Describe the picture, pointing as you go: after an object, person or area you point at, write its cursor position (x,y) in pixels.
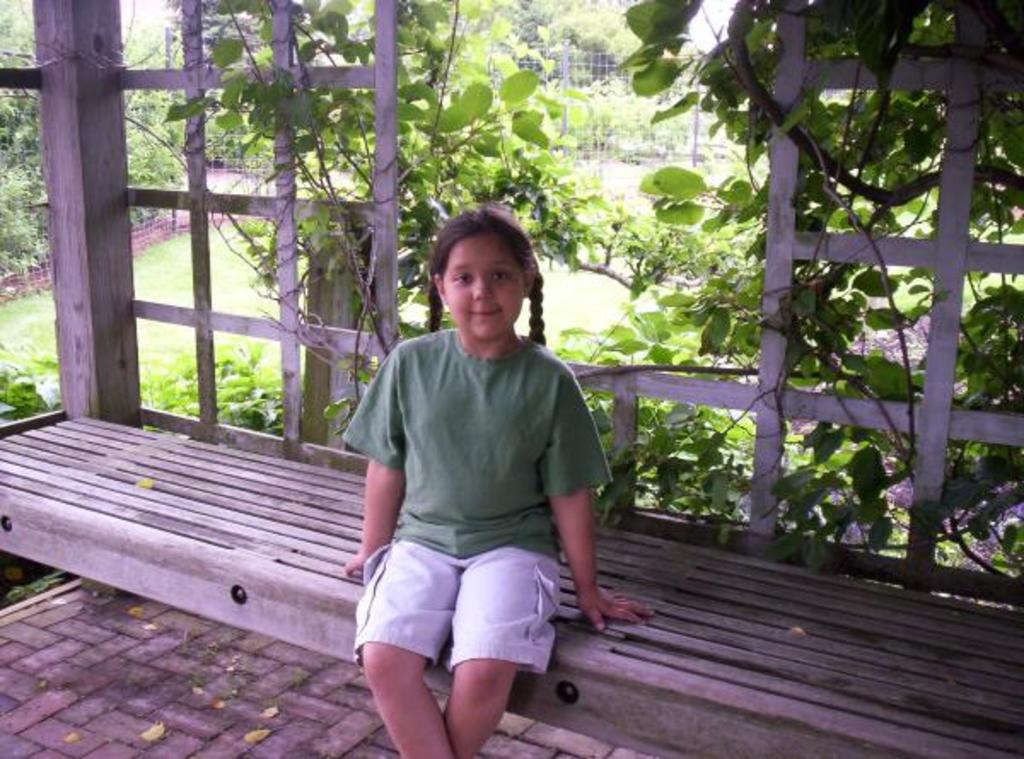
In the picture there is a girl (543,475) sitting on the bench (647,749) and laughing, behind her there are many trees (630,234), there are creepers (687,169), there are plants (686,222), there is an iron fence (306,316).
